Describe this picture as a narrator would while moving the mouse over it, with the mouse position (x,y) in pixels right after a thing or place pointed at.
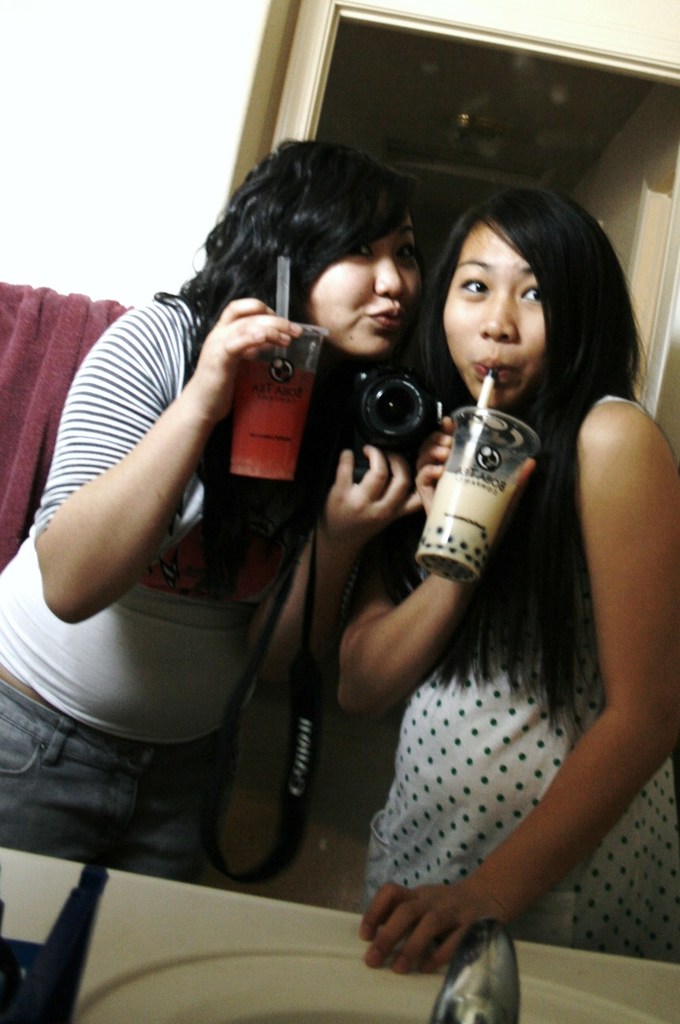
As we can see in the image there is a white color wall (184,123), door (331,42), cloth (34,330), two people (380,489) standing over here and these two people (389,485) are holding glasses (449,494) in their hands (432,452) and the woman (215,371) on the left side (216,640) is holding camera (373,408).
